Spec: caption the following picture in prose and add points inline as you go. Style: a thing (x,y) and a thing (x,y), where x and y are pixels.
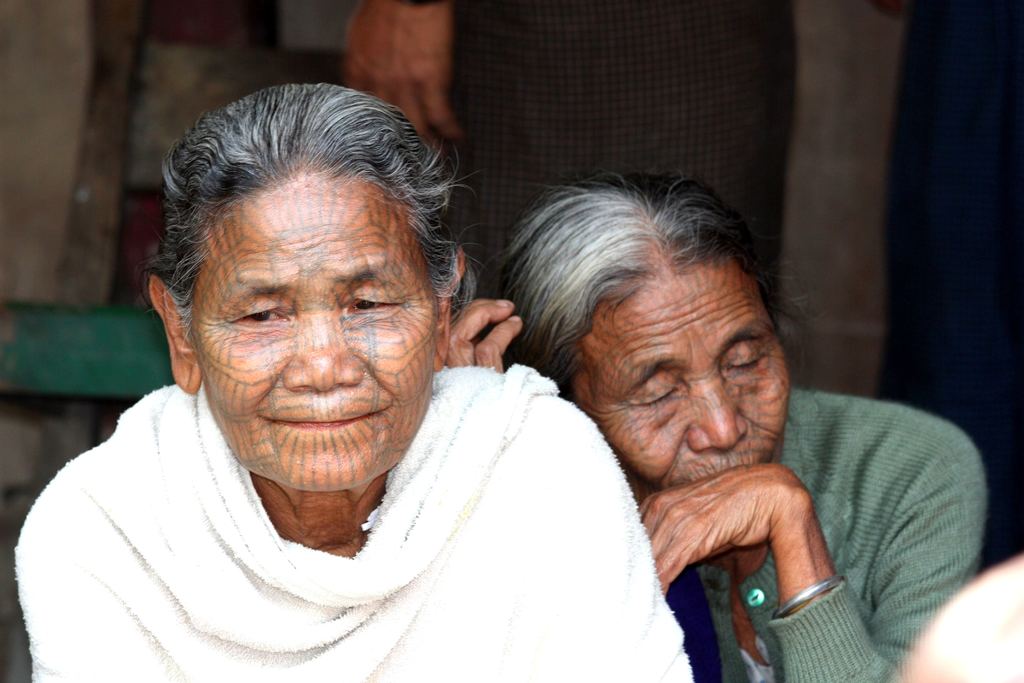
In this picture we can see group of people (670,396) and we can find blurry background (65,204).
